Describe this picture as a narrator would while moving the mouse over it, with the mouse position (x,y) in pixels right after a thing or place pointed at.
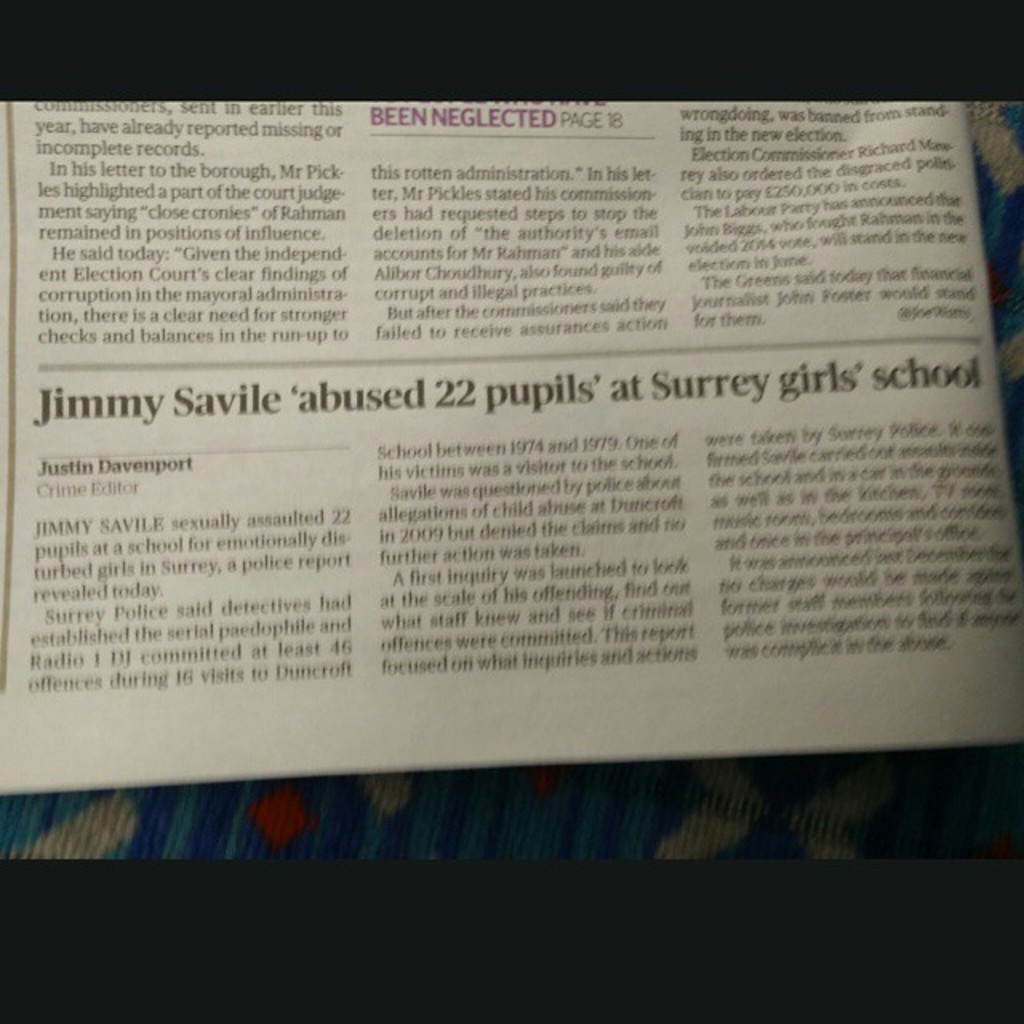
In this image I can see a newspaper (506,375). There is some text (495,550) on it.
